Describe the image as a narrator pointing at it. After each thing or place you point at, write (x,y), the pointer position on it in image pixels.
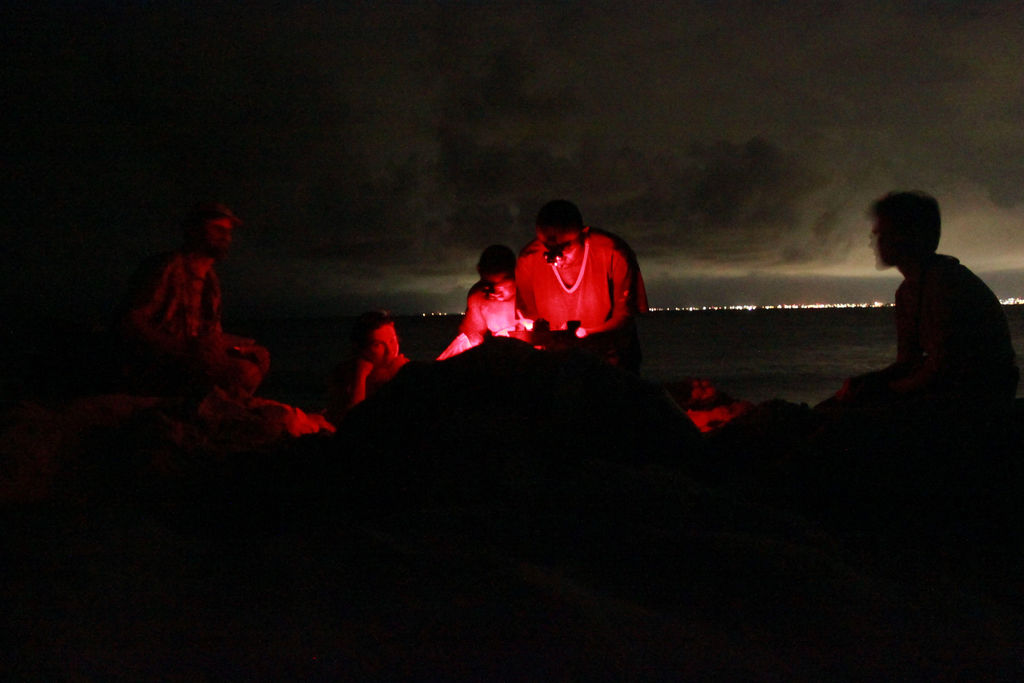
This picture is dark, in this picture there are people (624,308) and we can see water (675,318). In the background of the image (779,87) we can see lights (774,307) and sky (776,85).
